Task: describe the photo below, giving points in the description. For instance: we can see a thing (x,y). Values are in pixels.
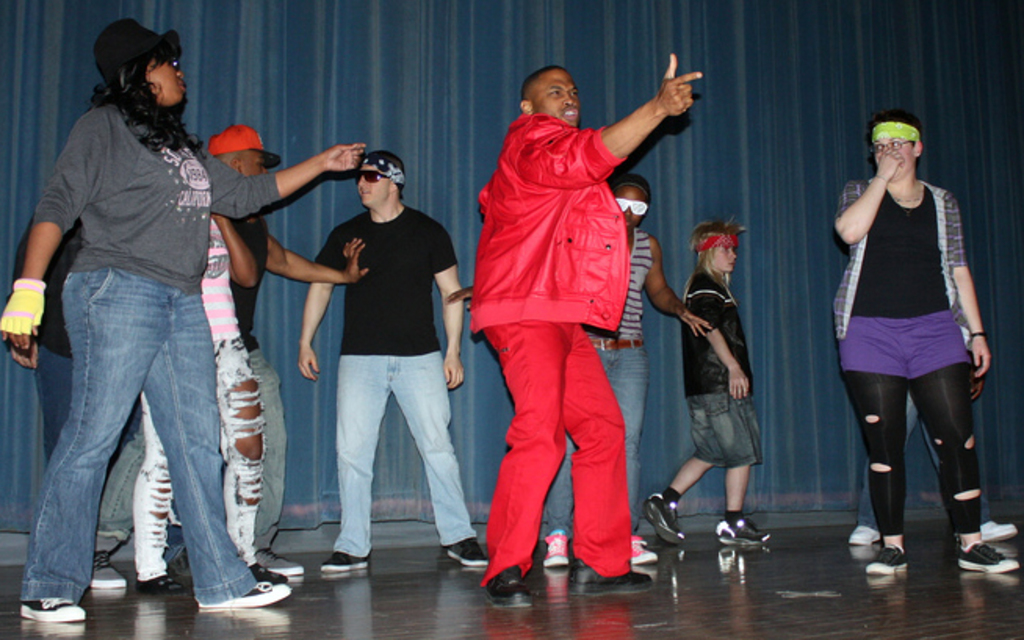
In the center of the image (533,308) we can see some persons (42,275) are there. In the background (456,134) there is a curtain (594,102). At the bottom (504,622) there is a floor (63,639).
